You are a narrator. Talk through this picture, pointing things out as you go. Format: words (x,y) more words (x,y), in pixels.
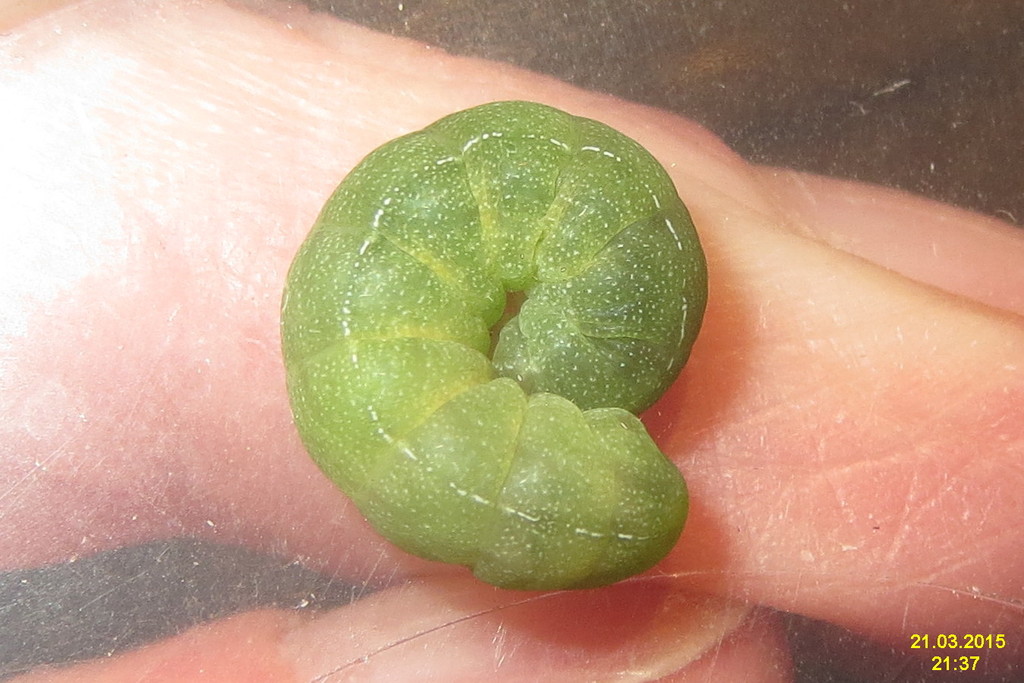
In the middle of the image (431,447) there is a person hand (882,606) with a green worm (587,207) on it. To the bottom right corner of the image (934,645) there is a time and date (969,644).
